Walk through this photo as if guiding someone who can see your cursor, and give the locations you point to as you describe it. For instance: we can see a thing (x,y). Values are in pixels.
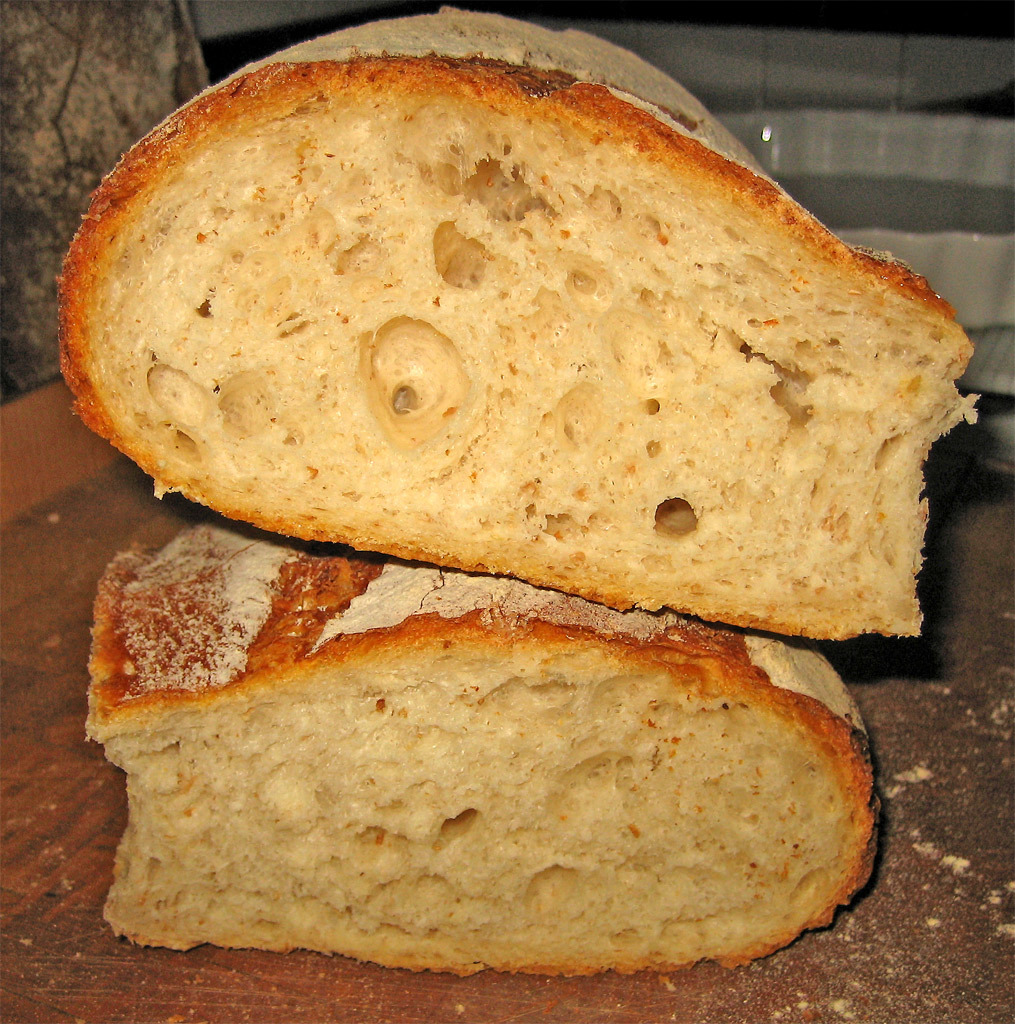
In the picture we can see a wooden plank (909,666) on it, we can see two bun slices (760,898) one on the other and behind it we can see the white color bowl (932,166).
